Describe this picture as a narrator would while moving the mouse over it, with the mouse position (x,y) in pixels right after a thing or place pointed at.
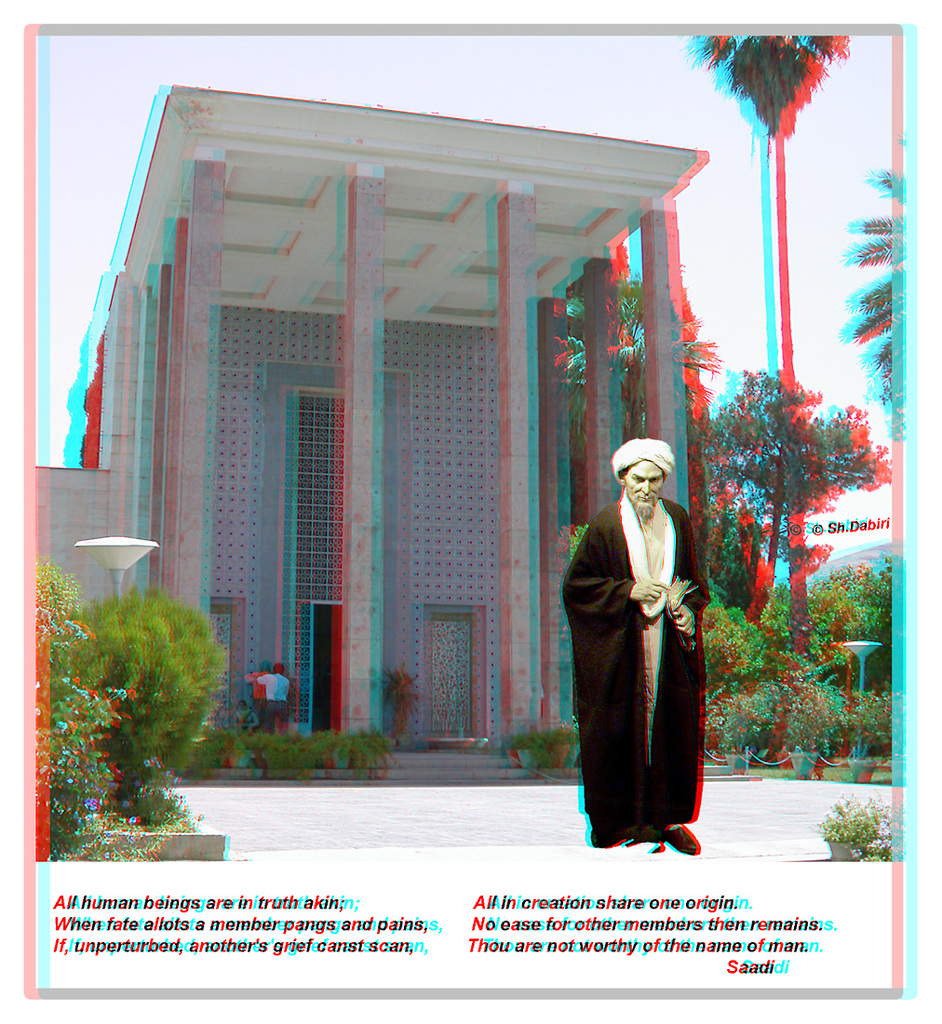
In the picture I can see a man (608,727) standing in a standing position. In the background (225,580) I can see a building (353,591), people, trees (742,623), plants (749,693), the sky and something written on the image.
